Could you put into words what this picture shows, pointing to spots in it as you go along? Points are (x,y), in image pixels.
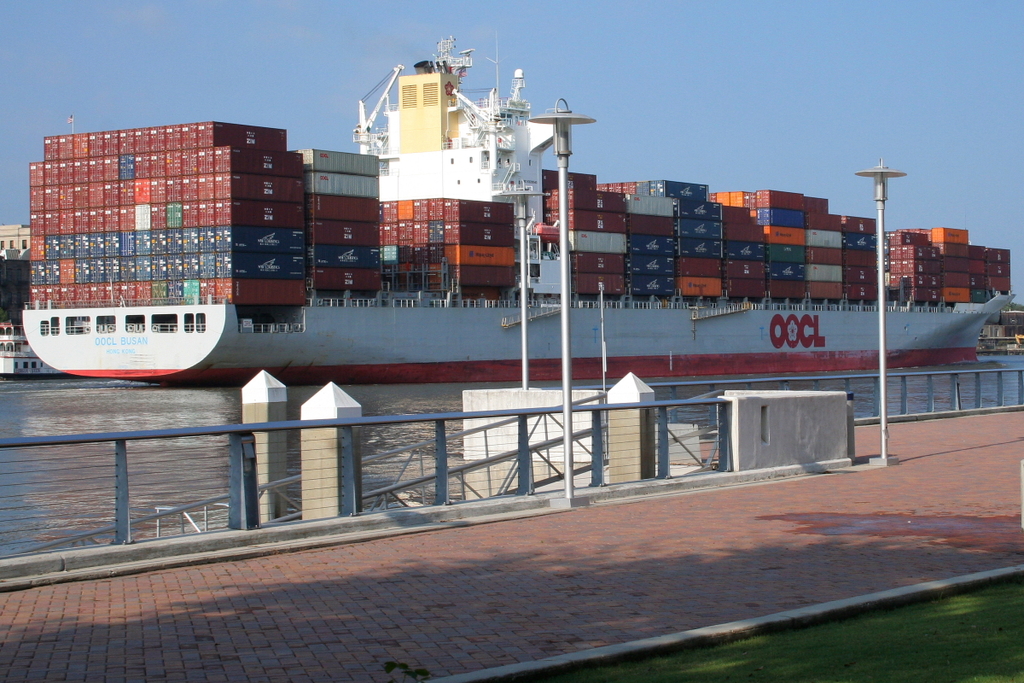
In the picture we can see a path (684,593) beside it, we can see a railing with some poles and lights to it and behind it, we can see water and a ship (788,353) in it with many boxes (108,240) of goods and beside it also we can see another ship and in the background (712,155) we can see a sky (726,143).
